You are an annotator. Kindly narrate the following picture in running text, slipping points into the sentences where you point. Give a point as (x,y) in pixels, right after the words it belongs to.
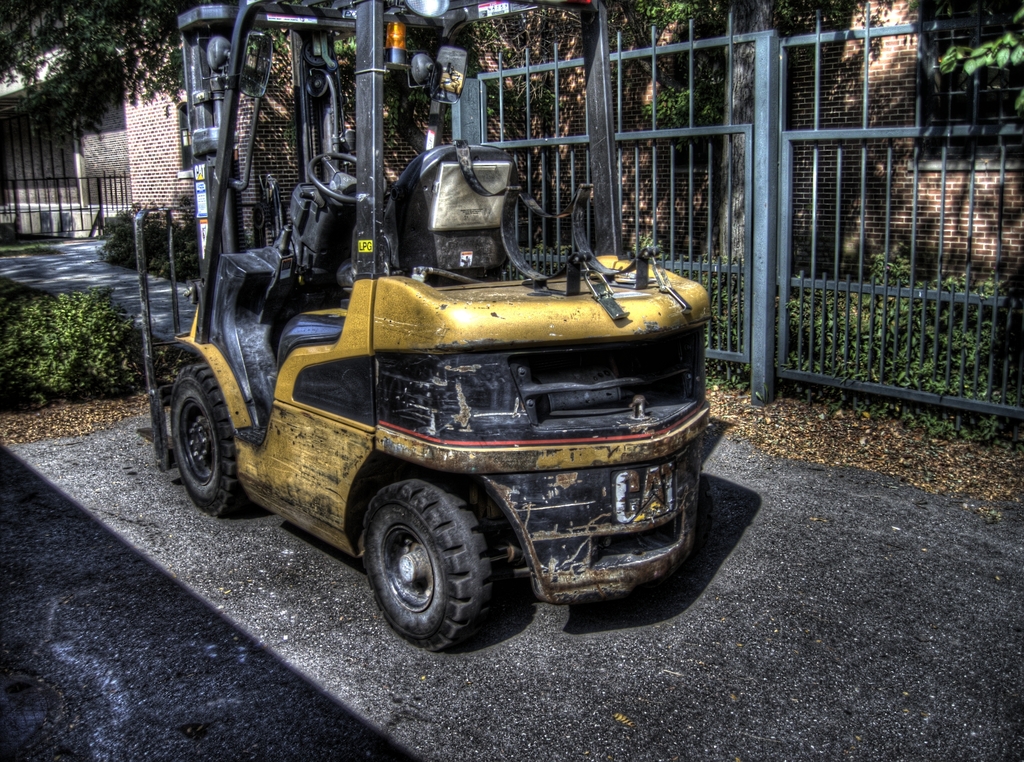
In this picture we can see a vehicle (474,184) on the road (341,596), trees (648,28), fence (484,115) and in the background (150,173) we can see wall (171,145).
